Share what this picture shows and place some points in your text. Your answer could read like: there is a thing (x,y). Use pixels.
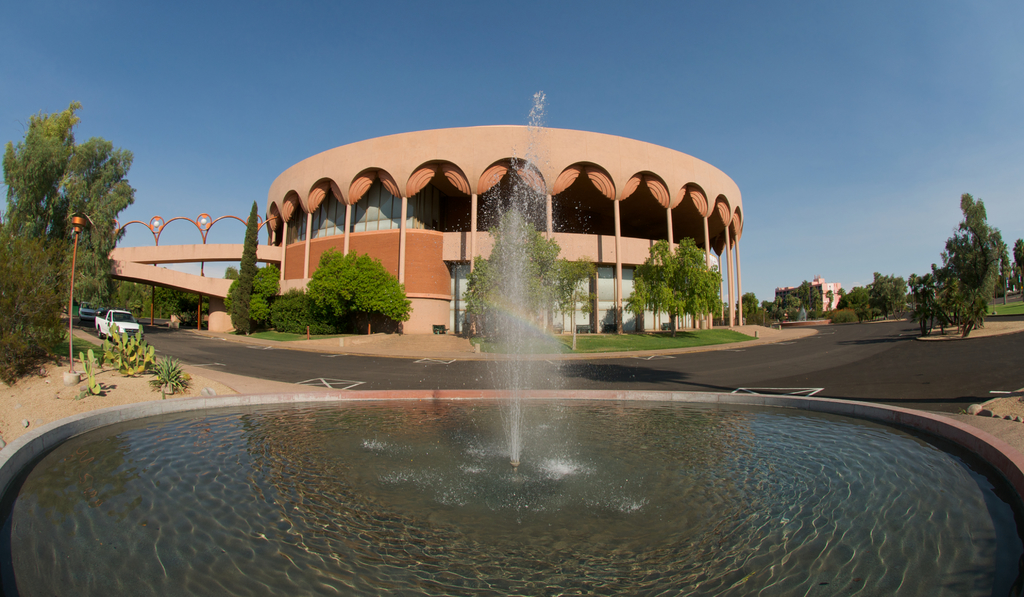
In this picture we can see water fountain (521,502) in the front (513,483), in the background (575,141) there is a building (540,133), we can also see trees (850,308) in the background (96,250), on the left side (120,325) we can see two vehicles (96,318) and a pole (71,329), there is grass (633,340) in the middle (648,343), we can see the sky (750,5) at the top of the picture (714,41).
